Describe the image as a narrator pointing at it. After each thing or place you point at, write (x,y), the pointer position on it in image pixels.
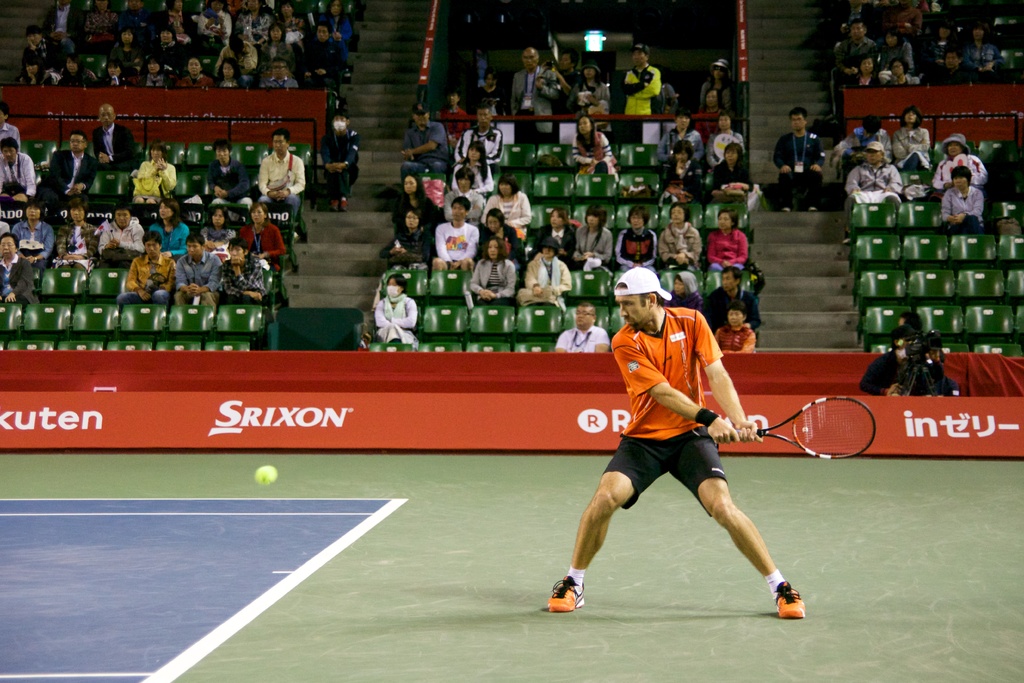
In this image I can see a person (745,429) standing and holding a tennis racket (851,426). In the background (543,255) there are group of people (479,285) sitting and few people (626,98) standing. Also there are chairs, boards (345,378) and stairs (350,264).
